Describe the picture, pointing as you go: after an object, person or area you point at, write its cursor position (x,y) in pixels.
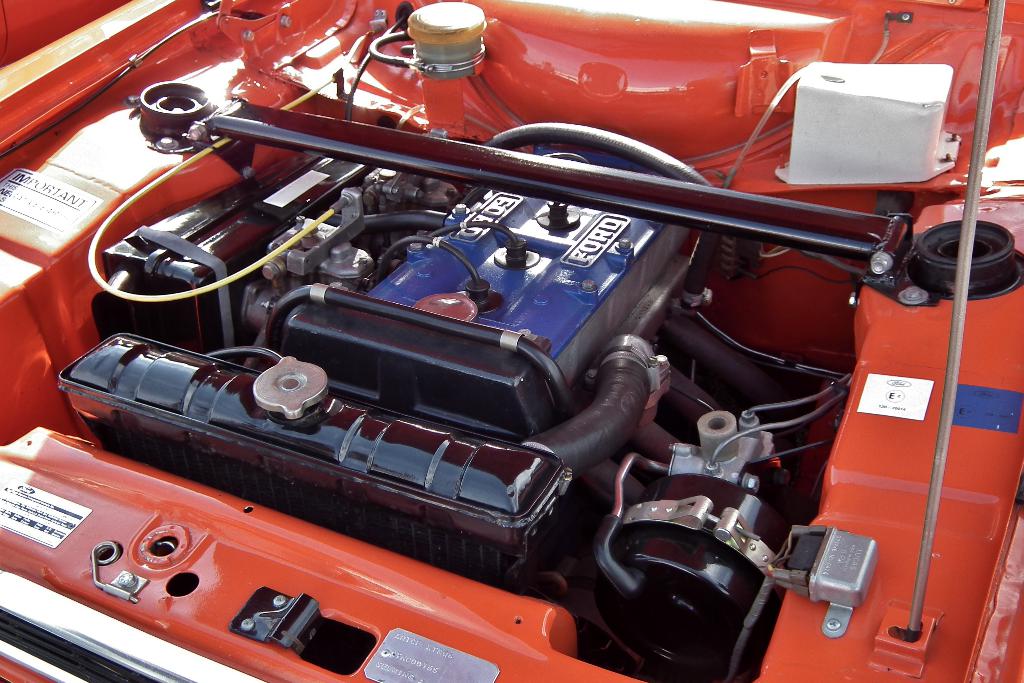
In this image I can see an engine (352,218) of a vehicle (303,85) which is in red color. The engine (702,349) is in black color.
